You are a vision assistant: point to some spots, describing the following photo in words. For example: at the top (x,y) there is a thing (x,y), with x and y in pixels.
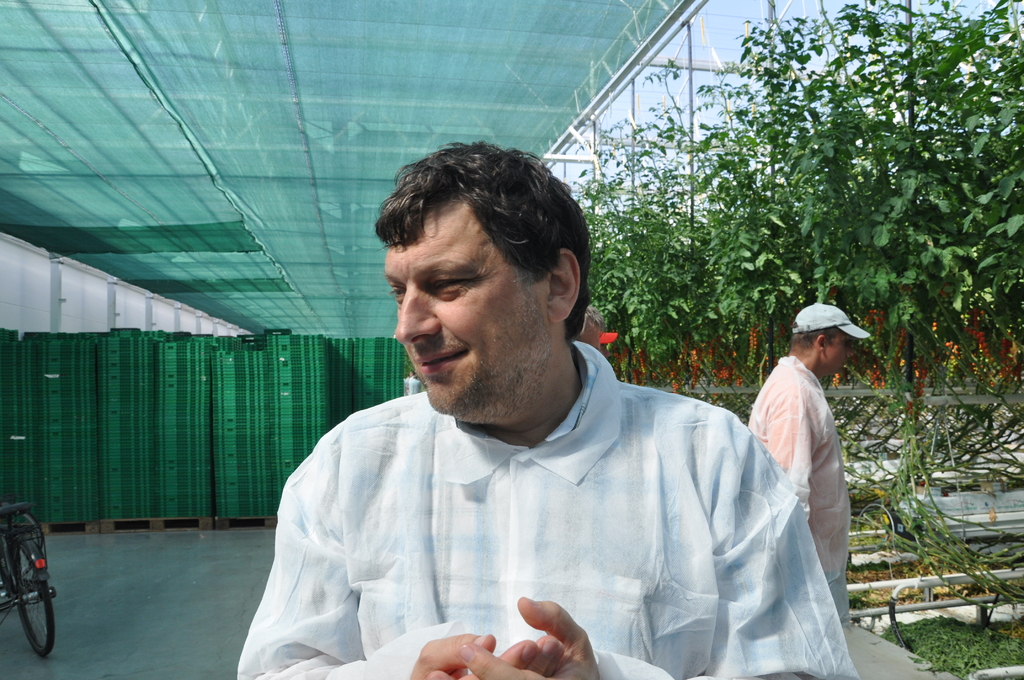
In this image I can see two persons (642,599). I can see few trees (859,371). On the left side (4,538) there is a bicycle (12,559). At the top (359,210) I can see green color cloth (242,245).
